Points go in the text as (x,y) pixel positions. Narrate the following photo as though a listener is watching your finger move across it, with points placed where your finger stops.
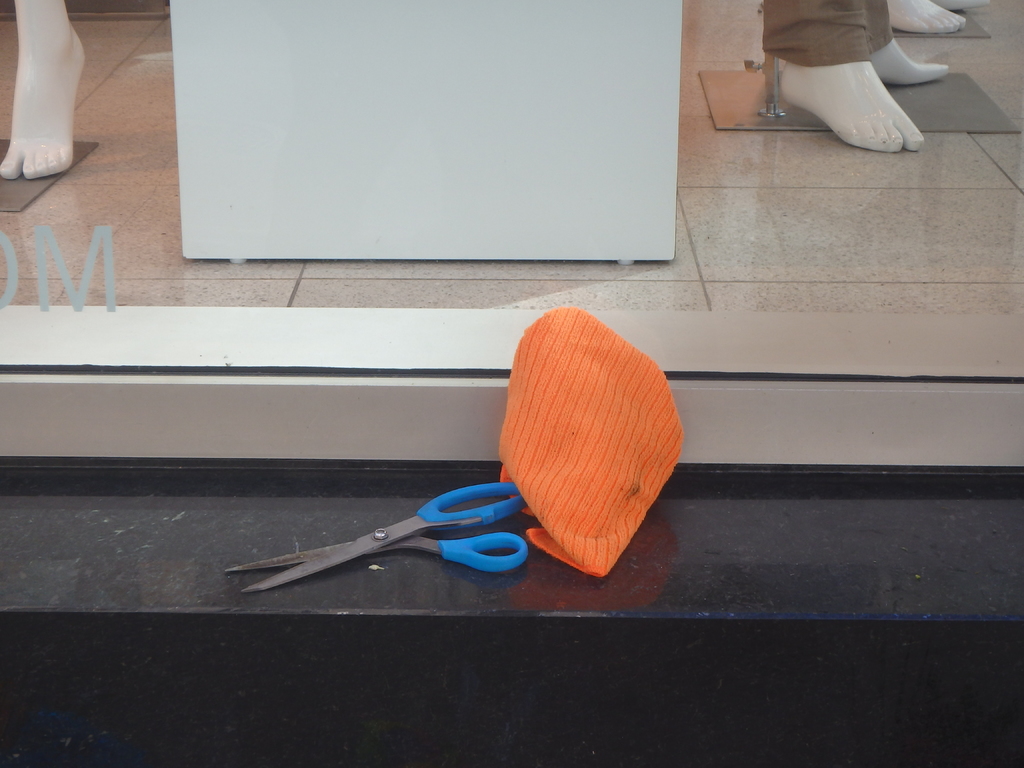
In the middle (586,475) it's a scissor (460,526) on the wall (343,530) and there is an orange color cloth (602,447). This is a glass window (483,111).
